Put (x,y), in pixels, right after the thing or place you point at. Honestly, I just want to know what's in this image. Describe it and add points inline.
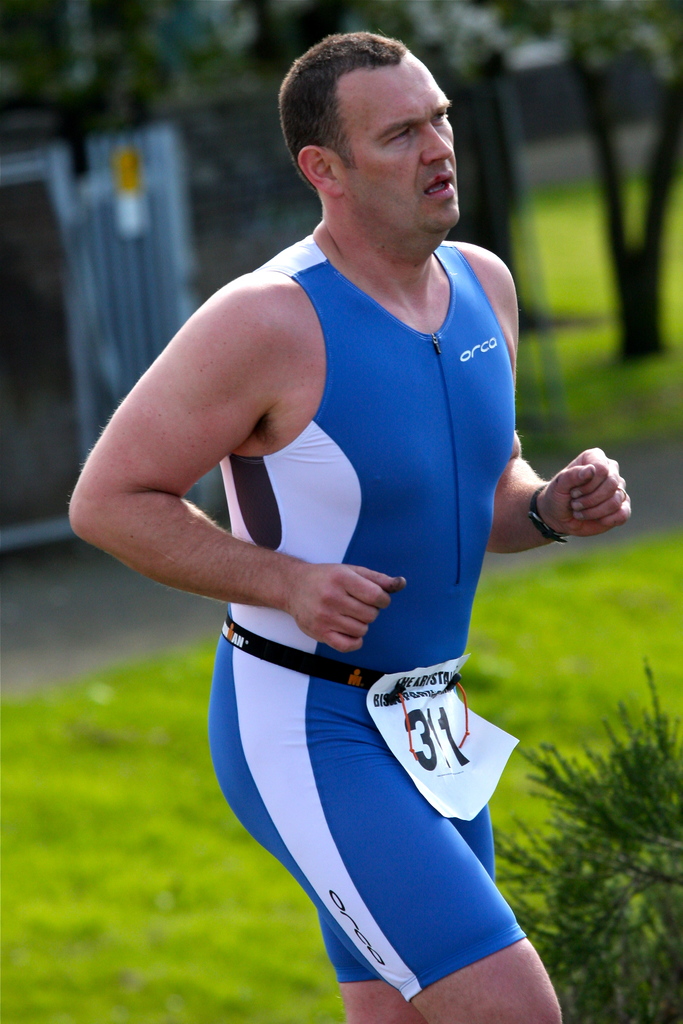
There is a person (415,356) in blue and white color combinations dress (310,542), wearing a paper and running, near a plant (631,842). In the background (640,668), there is grass (178,727) on the ground (149,749), there are trees (68,90) and other objects (69,241).
